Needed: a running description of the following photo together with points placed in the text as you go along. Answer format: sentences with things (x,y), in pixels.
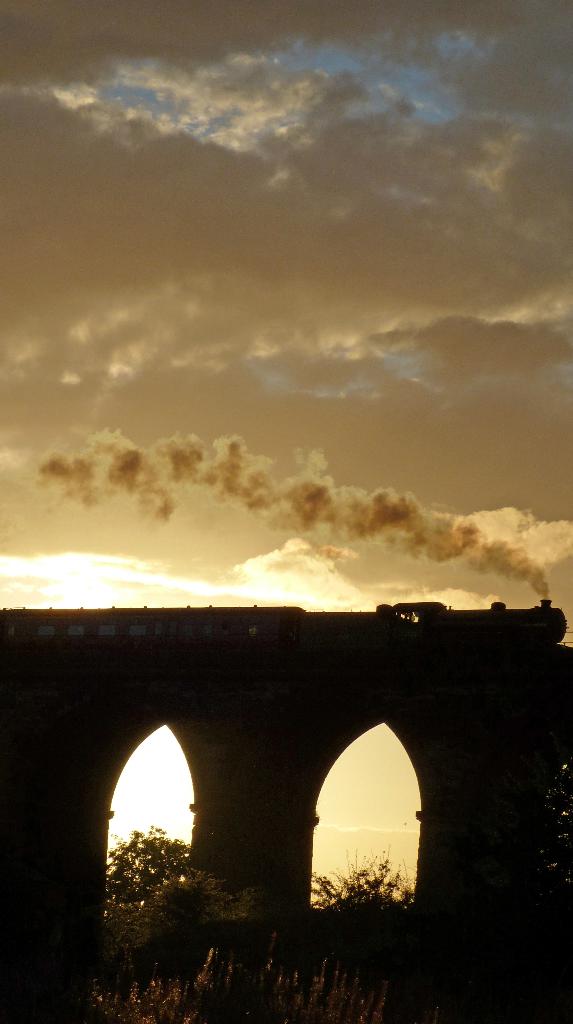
In this image there is a train (270,643) on the bridge (331,684) and the bridge (222,839) has pillars (222,839). Image also consists of many trees (376,951). There is a cloudy sky (291,331).
